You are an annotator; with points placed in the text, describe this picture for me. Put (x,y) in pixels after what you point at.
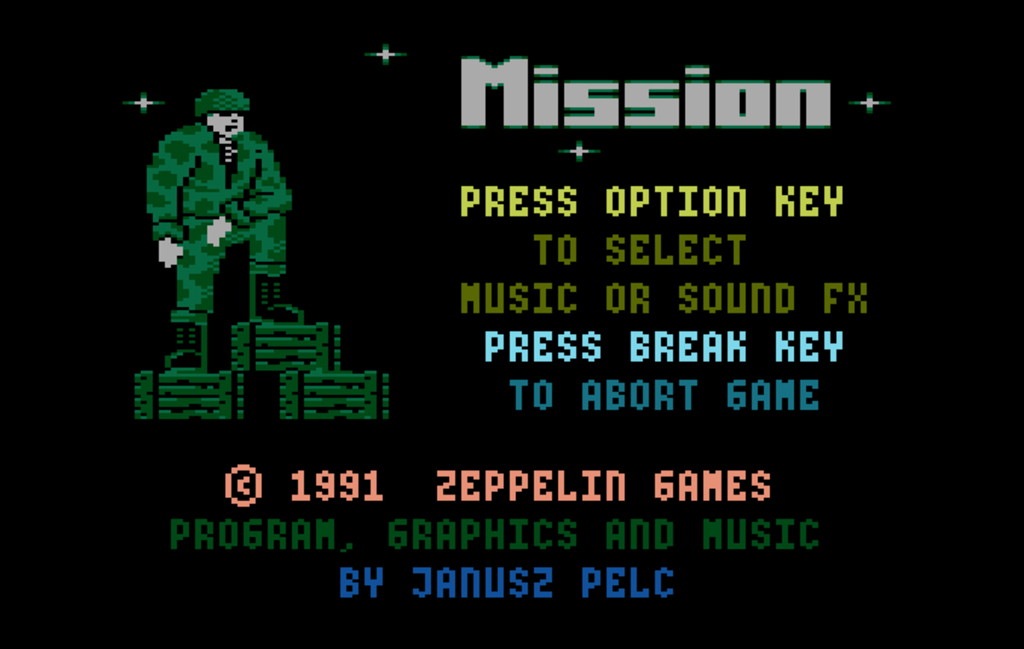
In this image we can see a poster (248,226) with text (547,199), and image (197,317) on it.
